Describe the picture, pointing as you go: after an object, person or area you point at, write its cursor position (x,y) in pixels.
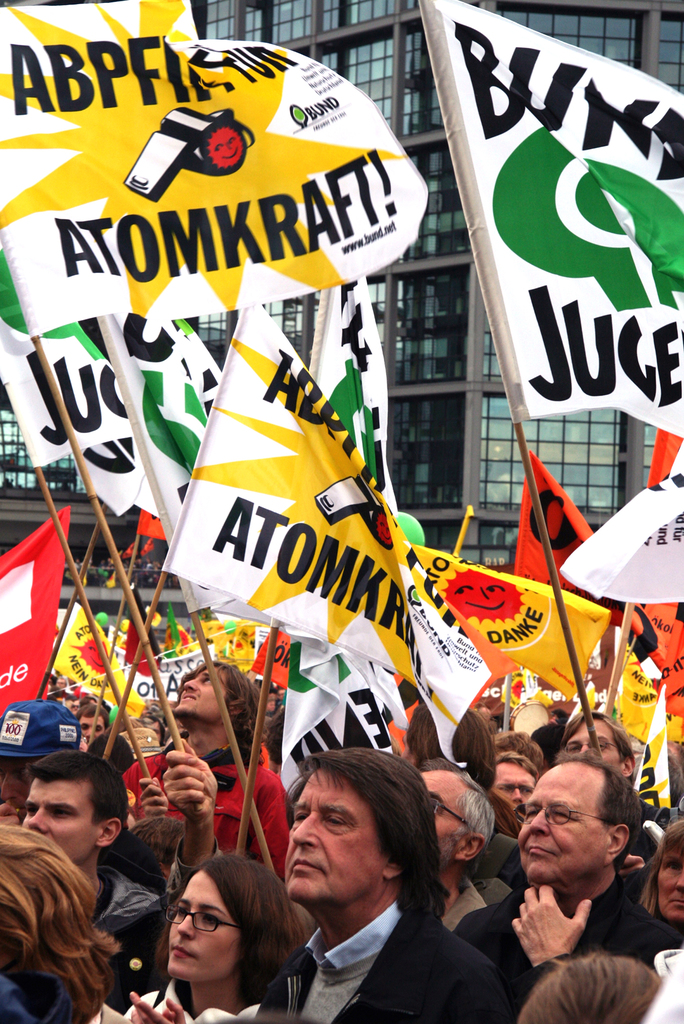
In this image I can see number of persons (285,868) are standing and holding flags (82,216) which are yellow, white and green in color. In the background (501,500) I can see the building (504,517) and I can see few flags (18,592) are red and orange in color.
